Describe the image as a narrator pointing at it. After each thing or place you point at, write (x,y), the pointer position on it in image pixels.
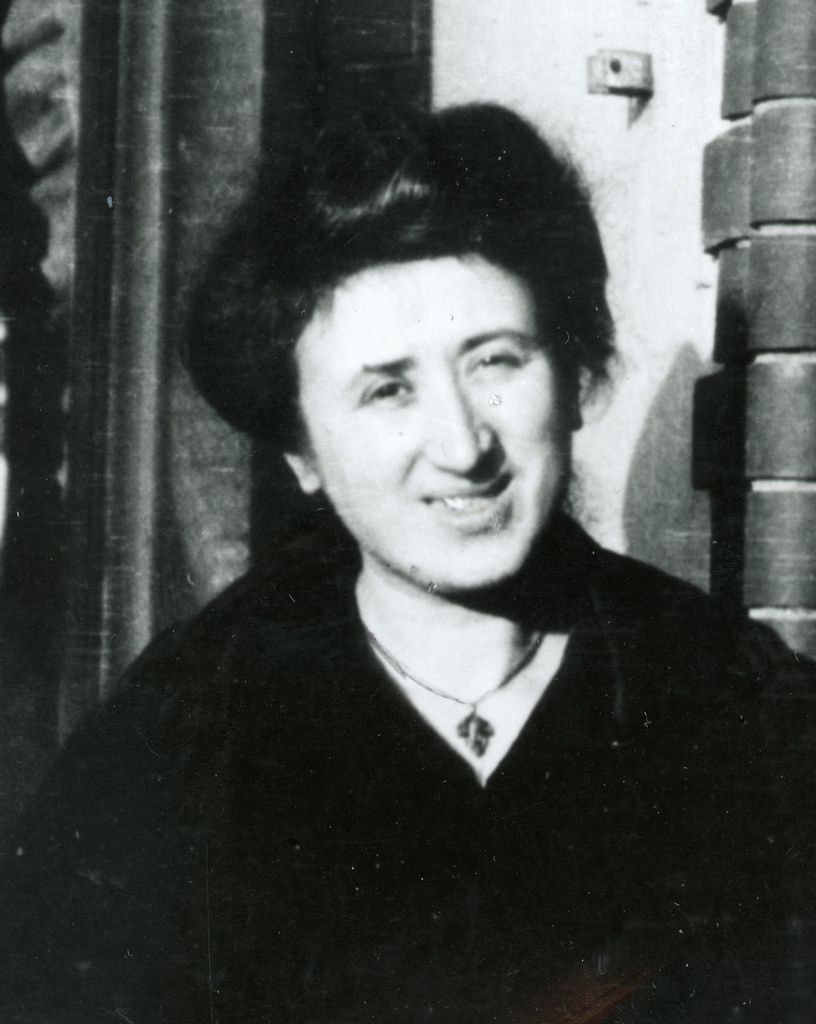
This is a black and white picture. Here we can see a person (493,684). In the background (655,31) we can see wall (673,251), pole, and other objects (266,89).
